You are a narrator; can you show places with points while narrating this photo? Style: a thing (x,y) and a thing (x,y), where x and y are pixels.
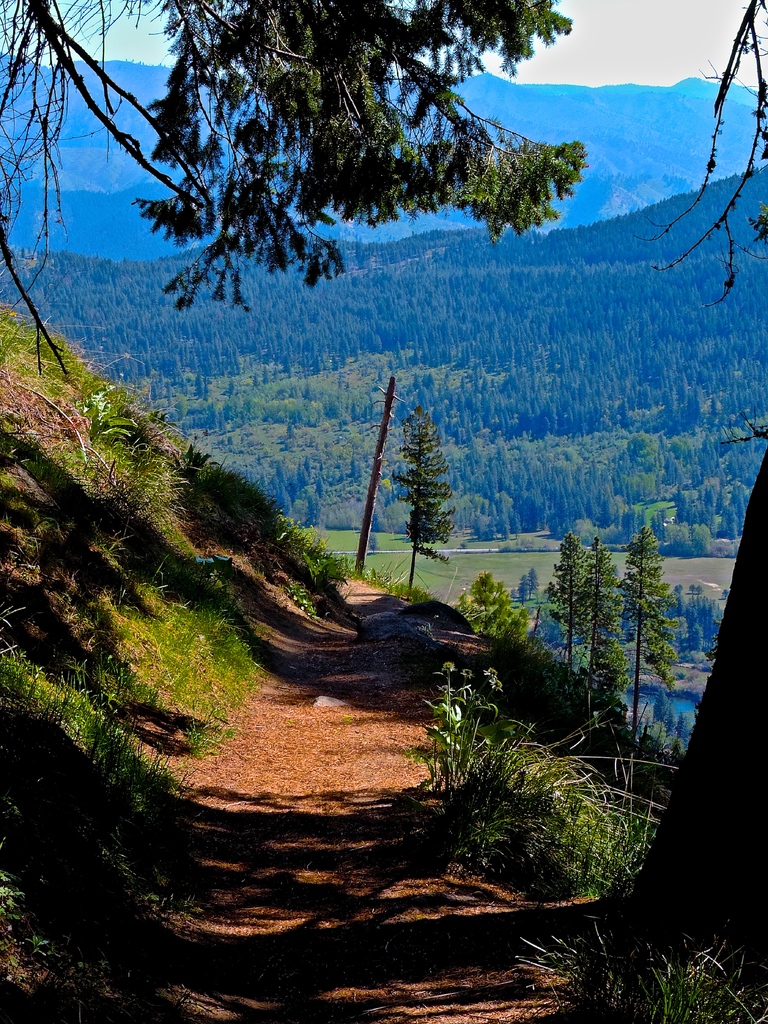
We can see grass (581,805) and tree (255,155). In the background (490,522) we can see trees (666,614), hills (554,125) and sky (581,49).
